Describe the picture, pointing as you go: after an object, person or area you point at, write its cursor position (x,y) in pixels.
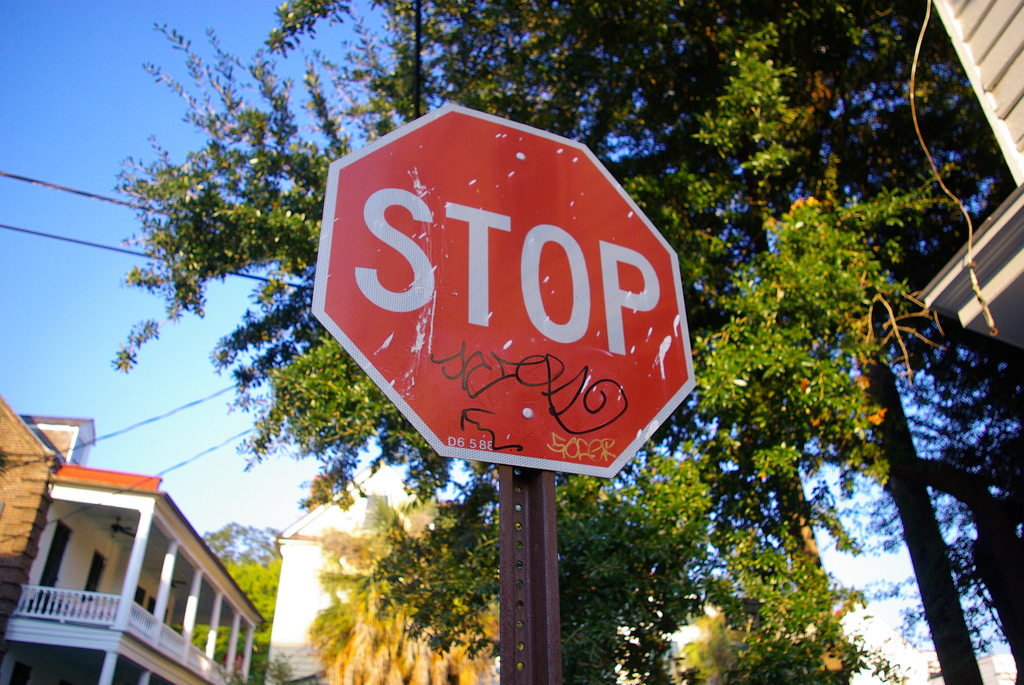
In this picture we can see a sign board (392,337) attached to a pole (554,491) and in the background (631,600) we can see buildings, trees (803,539), wires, sky (860,540).
